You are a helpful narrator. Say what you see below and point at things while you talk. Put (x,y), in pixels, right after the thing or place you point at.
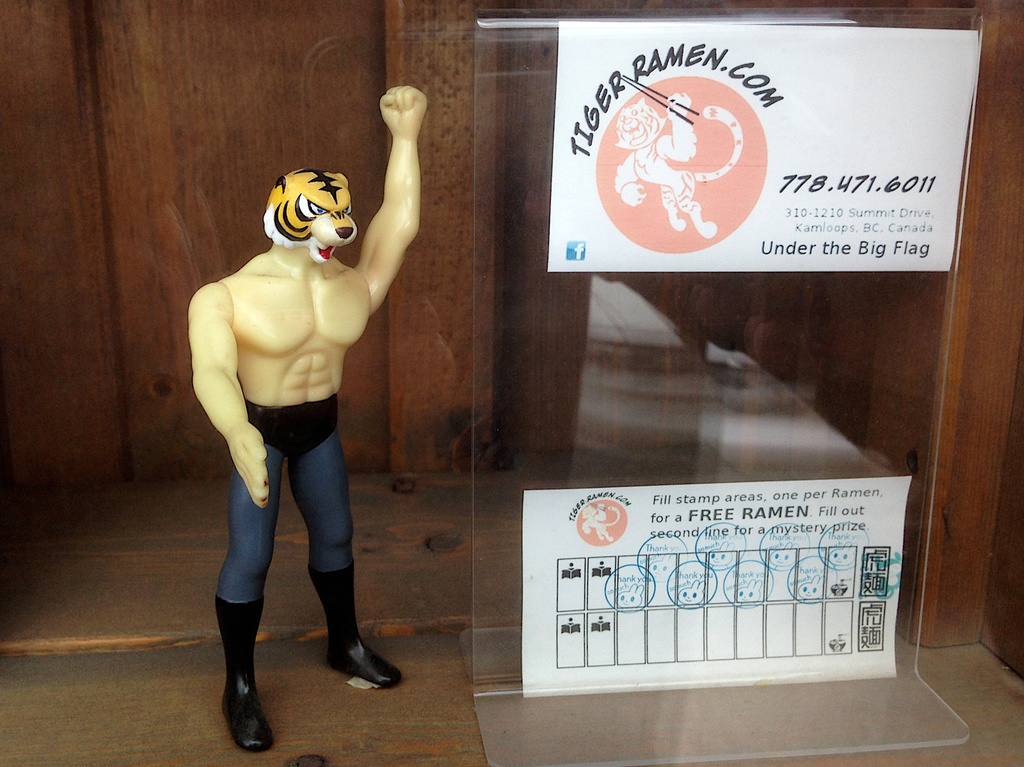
In this picture, we see the figurine (324,478). Beside that, we see a glass board (667,372) on which some posters (671,537) in white color with some text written are pasted. In the background (286,142), we see the wooden wall (250,143) which is brown in color.
